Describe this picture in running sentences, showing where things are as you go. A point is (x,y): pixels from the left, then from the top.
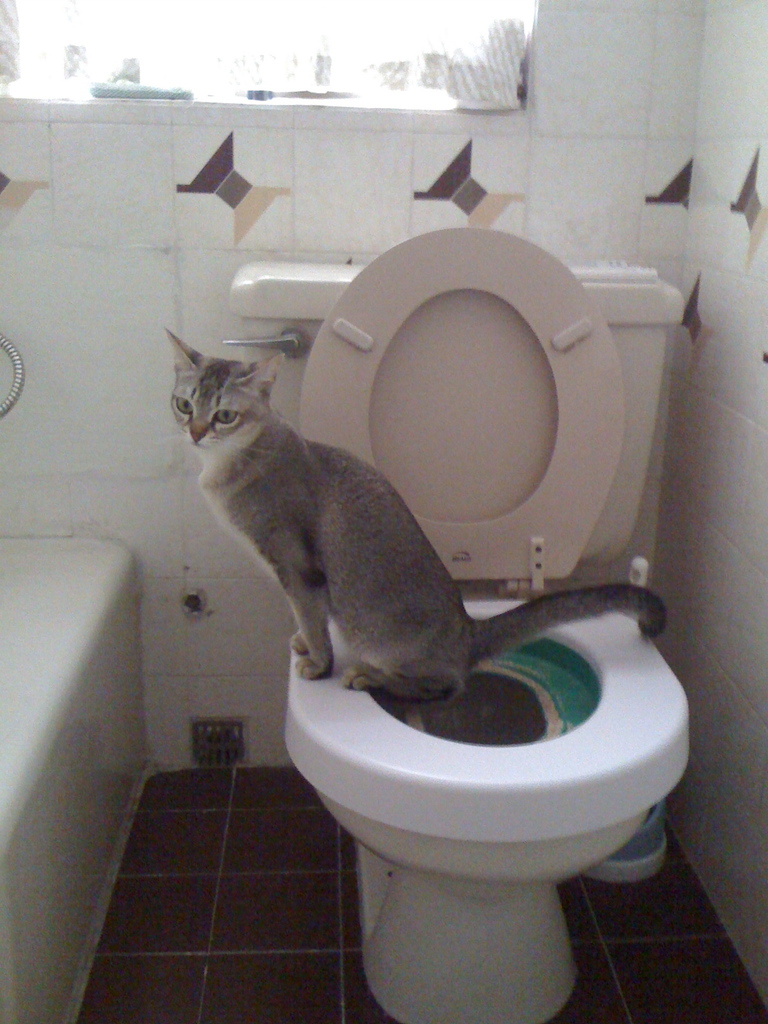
In this picture there is a cat (439,677) on the toilet seat (541,760). At the back (428,77) there are objects (493,73) on the wall (120,288) and there is a window (247,2). At the bottom (612,864) there is an object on the floor (346,976). On the left side of the image (21,869) it looks like a bathtub (34,966).
